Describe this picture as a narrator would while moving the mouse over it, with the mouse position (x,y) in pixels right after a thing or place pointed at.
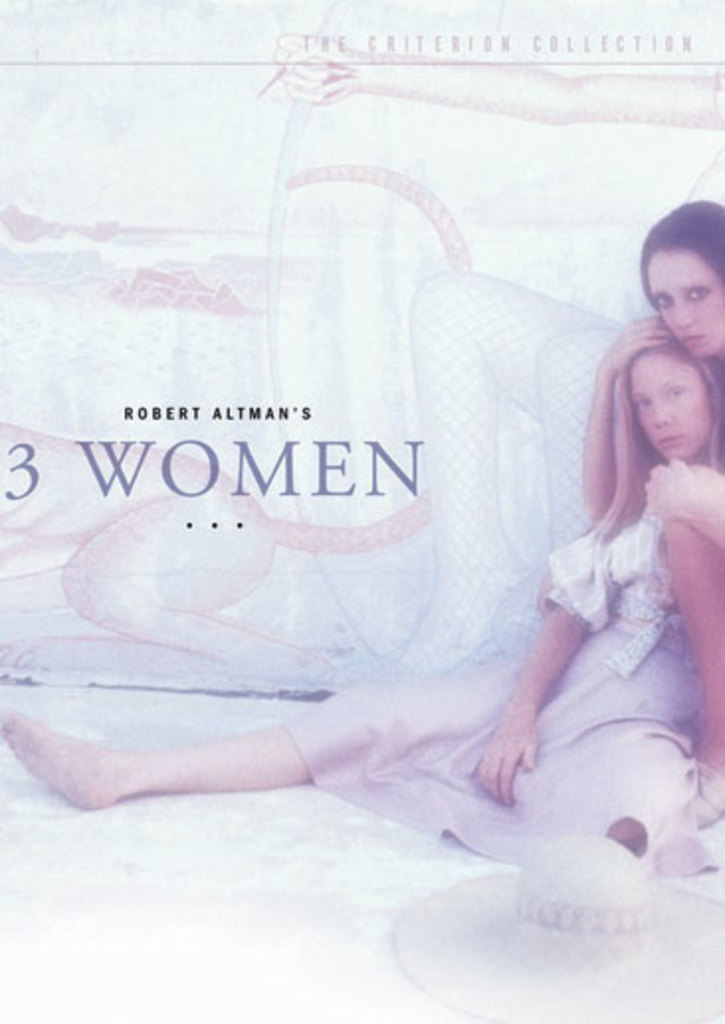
In this picture we can see poster (717,808), in this poster (712,600) there are women (694,442) and we can see hat (646,909) and text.
